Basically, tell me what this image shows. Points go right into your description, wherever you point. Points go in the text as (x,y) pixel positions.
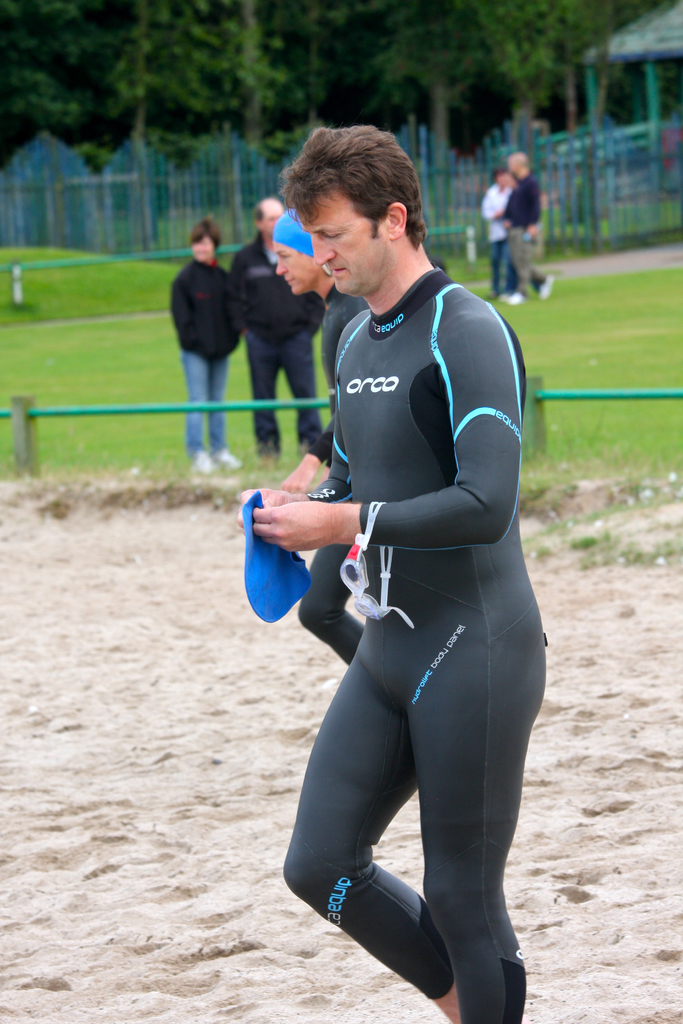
In the center of the image (392,603) we can see a man (402,799) walking and holding an object (290,558). in the background (295,247) there are people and we can see a fence (230,208). There are trees (440,81). On the right (652,27) there is a shed (641,79).
